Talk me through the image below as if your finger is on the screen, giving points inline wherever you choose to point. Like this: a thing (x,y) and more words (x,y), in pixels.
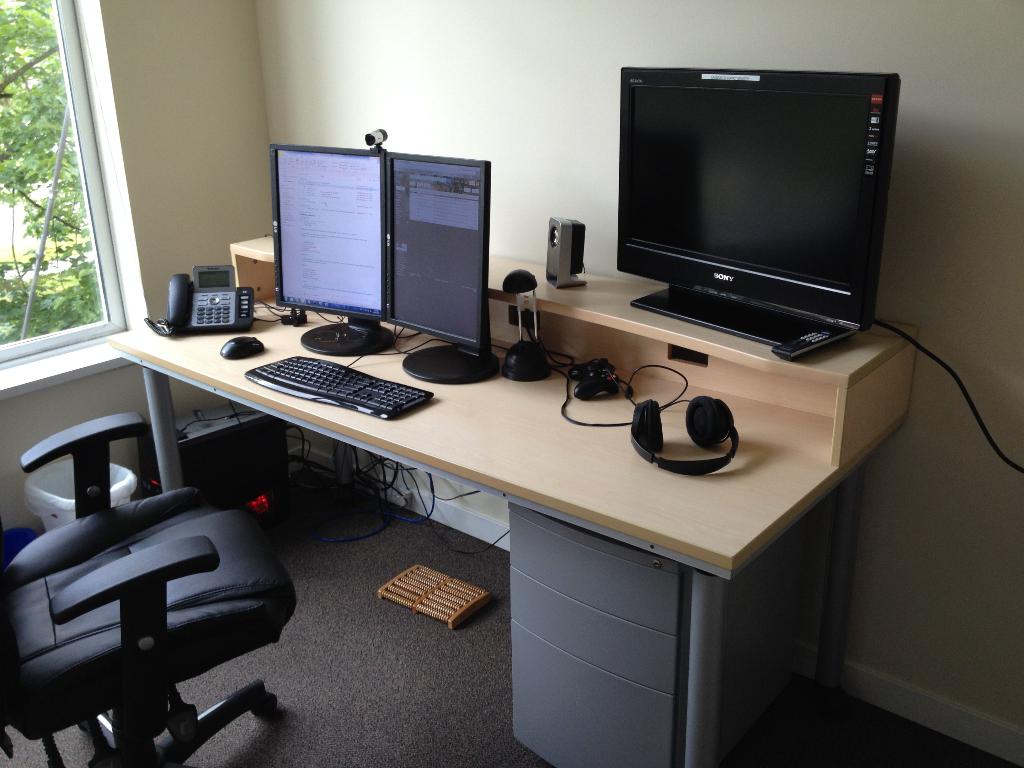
In this picture there is a table (621,502). On the table (529,460) headphones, monitors (436,358), keyboard (352,380), telephone (215,303) are there. Beside the table (231,364) there is a chair (132,561). On the top left of the image (70,185) there is a window (36,232). Through the window (31,204) I can see the outside view (35,93).
